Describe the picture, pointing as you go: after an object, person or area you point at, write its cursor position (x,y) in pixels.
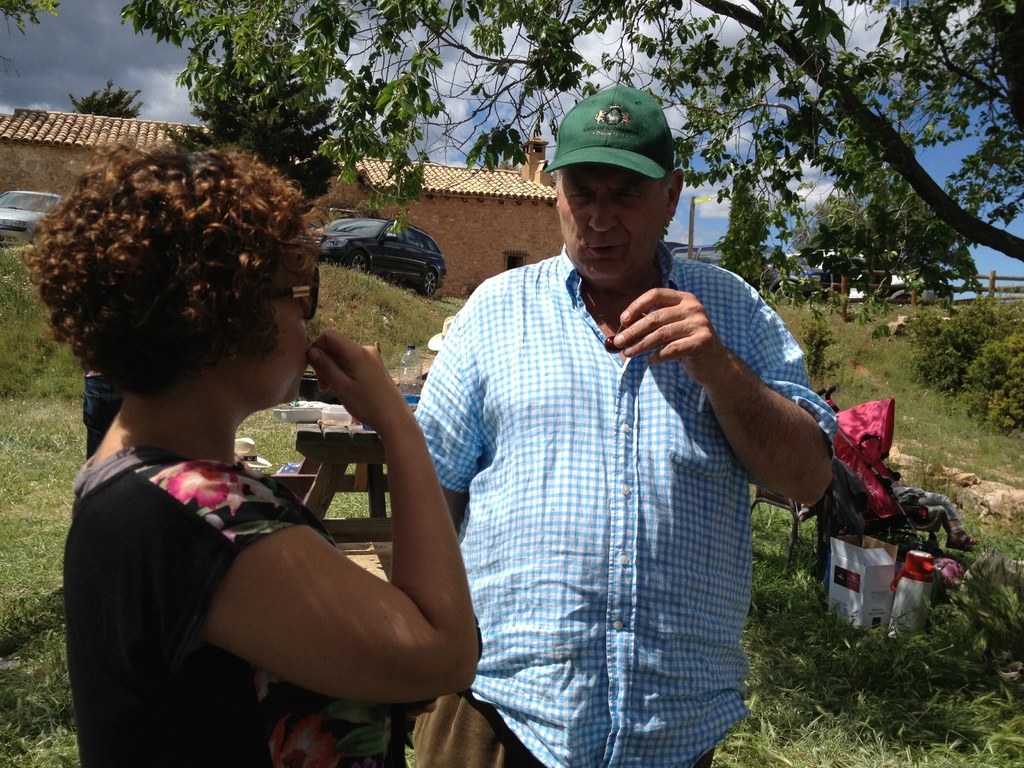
In this image I can see two persons (528,487) standing. The person (122,563) in front (156,523) wearing black color dress (122,563) and the other person (471,537) is wearing blue and white color shirt (714,527). Background (17,170) I can see few vehicles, a house (500,240) in brown color, trees (854,212) in green color and sky (469,94) in blue and white color.
